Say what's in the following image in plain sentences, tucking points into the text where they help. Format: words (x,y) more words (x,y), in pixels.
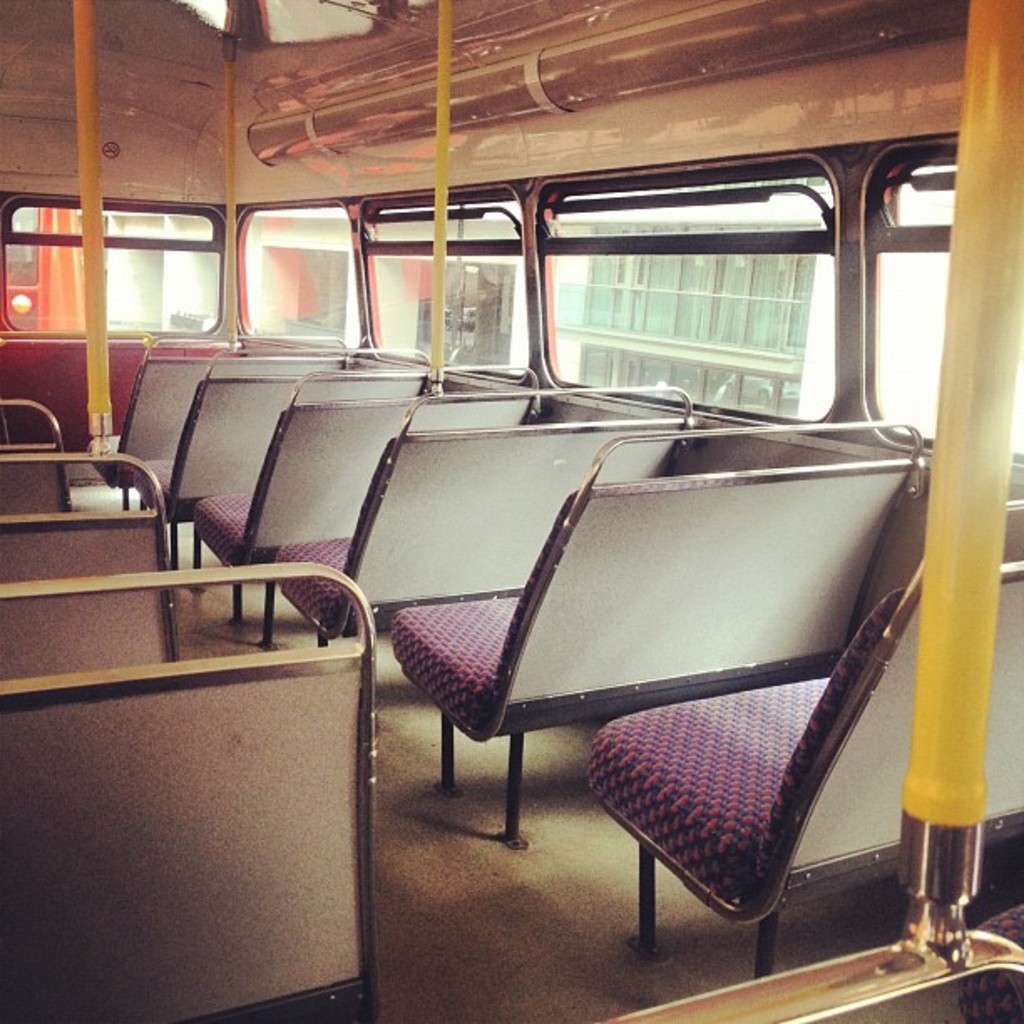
The picture is taken inside a bus (178,169). There are many seats (571,670) inside the bus (195,161). Through the glass windows (578,291) we can see outside there is building (658,287).
